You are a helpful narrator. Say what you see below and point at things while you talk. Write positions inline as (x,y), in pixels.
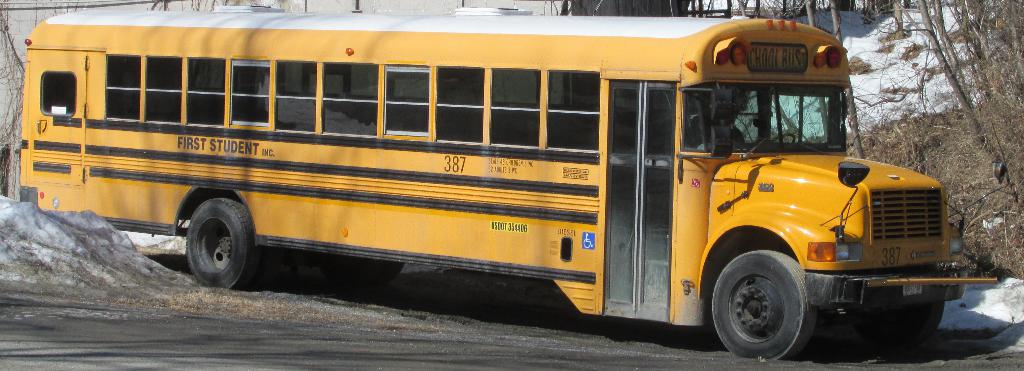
In this image we can see a school bus (325,168) which is in yellow color and in the background of the image (936,44) there are some trees (936,44), house (548,9) and some snow (175,245).
